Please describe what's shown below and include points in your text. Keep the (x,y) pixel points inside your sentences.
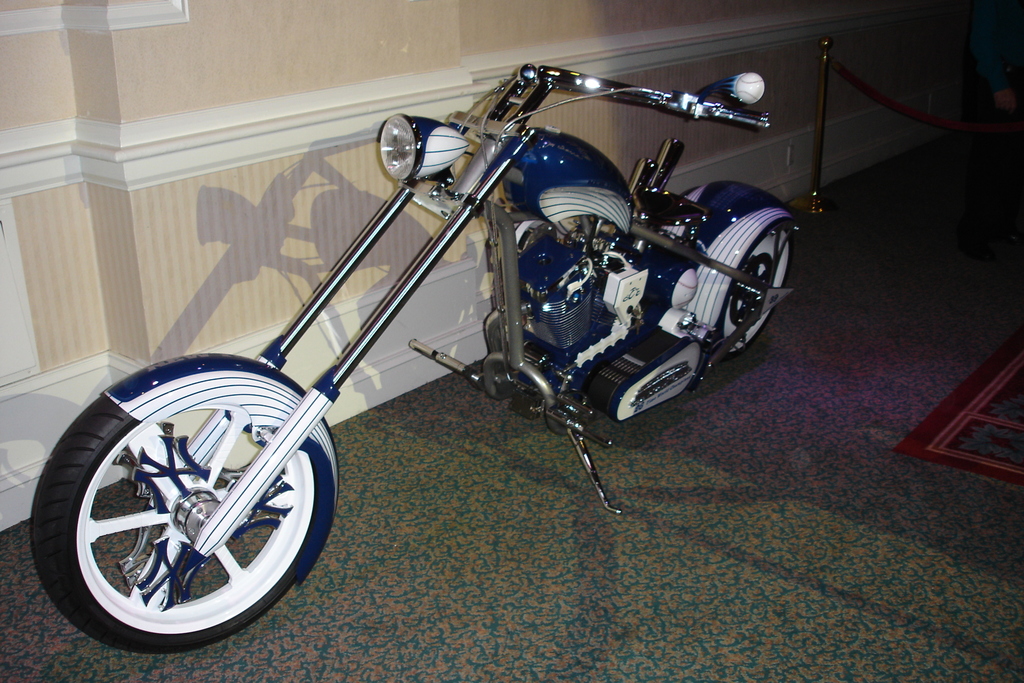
In the middle of the picture (621,238) we can see a motorbike (258,498). At the bottom (666,587) it is floor (852,439). At the top (310,58) it is wall (736,28).
